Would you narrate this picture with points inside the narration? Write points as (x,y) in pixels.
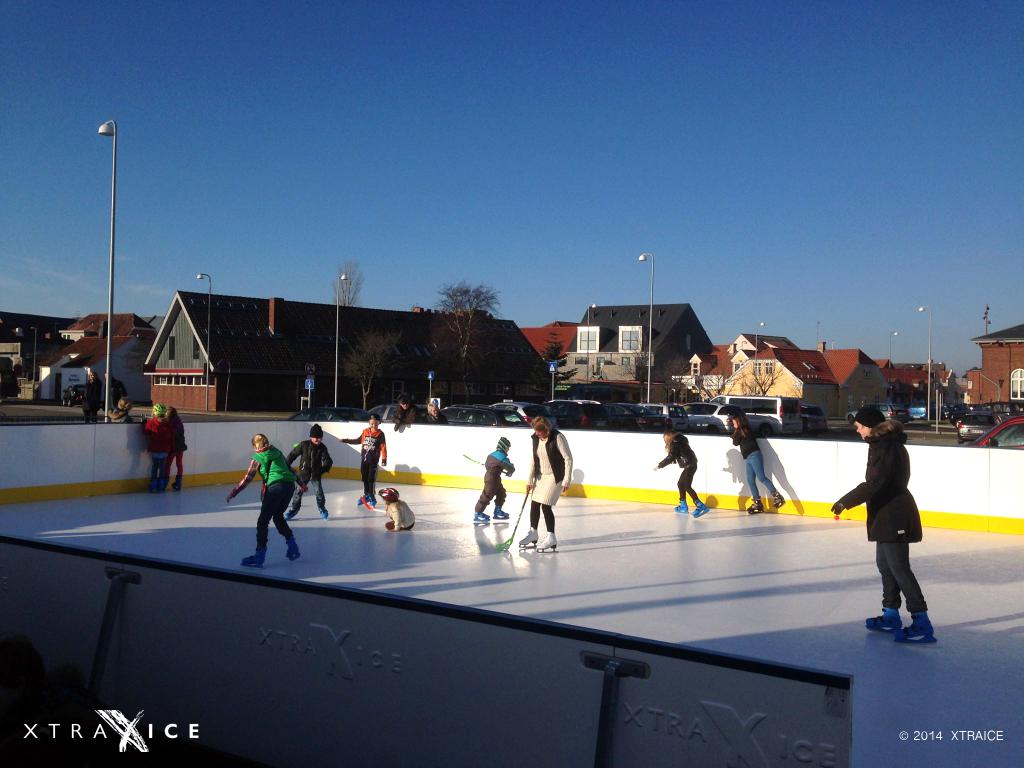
In the foreground (893,481) I can see a group of people (893,481) are skating and playing a hockey on the ground (463,538). In the background (988,410) I can see fleets of cars (978,418) and vehicles (566,405) on the road (952,424), houses (569,333), buildings (353,326) and poles (337,330). At the top (361,166) I can see the blue sky (354,194). This image is taken during a day.
